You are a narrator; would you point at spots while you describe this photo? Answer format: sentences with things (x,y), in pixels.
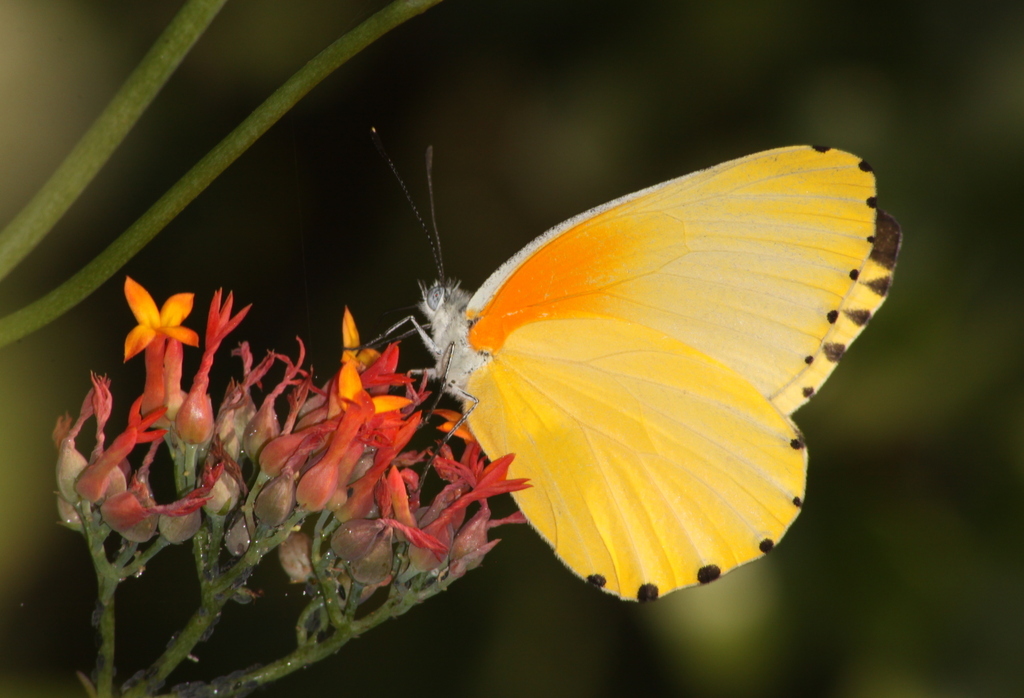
In this image we can see a butterfly (449,369) on the flowers (341,384), there are buds (261,457), and stems (215,153), also the background (825,112) is blurred.
